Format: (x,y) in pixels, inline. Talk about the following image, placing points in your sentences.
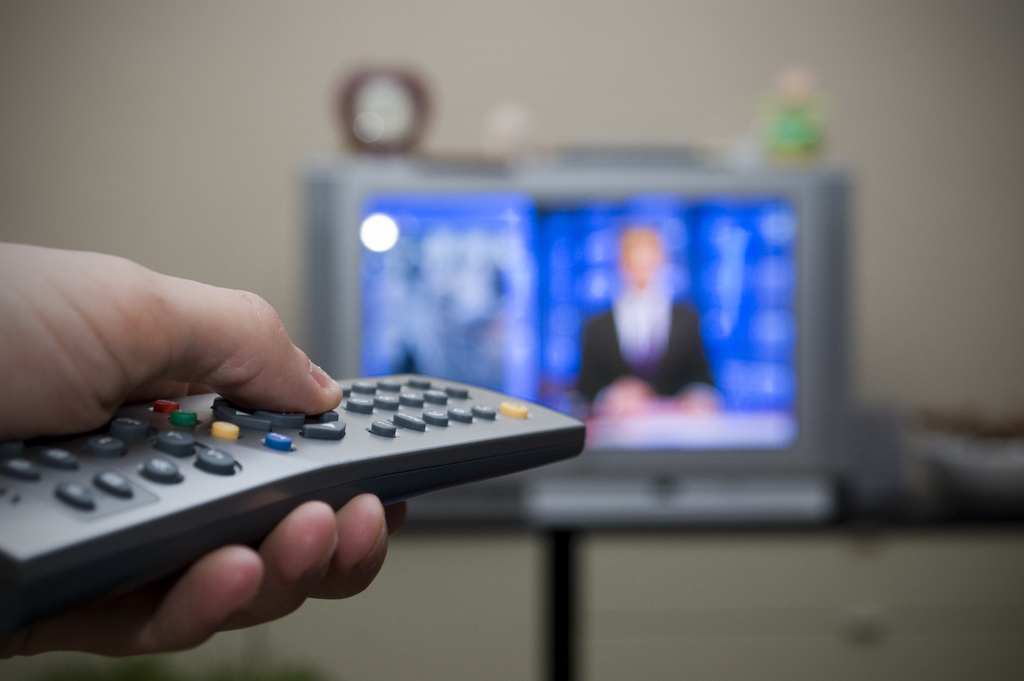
In this image we can see a hand (222,386) of a person (289,381) holding a remote (314,487), there is a TV (637,256) on a table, we can see toys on the TV (525,177), also we can see the wall (575,125), and the background (193,117) is blurred.
